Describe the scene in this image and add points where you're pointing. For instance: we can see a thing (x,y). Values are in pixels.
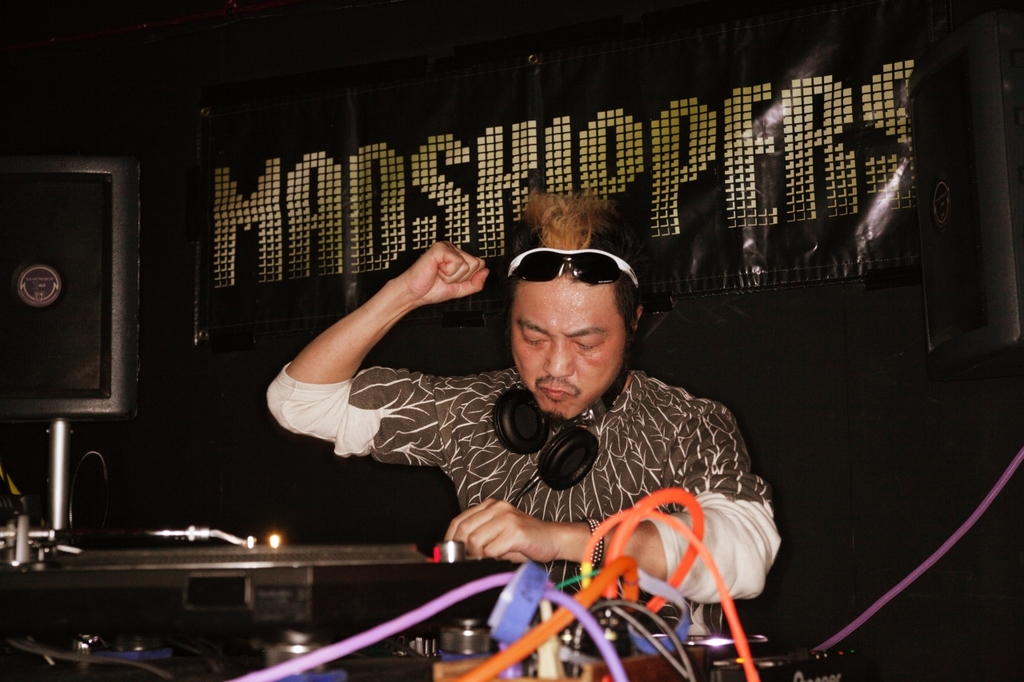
In the center of the image (518,368) we can see the DJ (612,257) with glasses (612,257) and headphones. We can also see the wires (656,497) and also two sound boxes (1016,124) on the left (101,320) and on the right (928,269). We can see the banner (745,117) with text (732,179) attached to the plain black wall (829,398). There is also an instrument (238,584).
